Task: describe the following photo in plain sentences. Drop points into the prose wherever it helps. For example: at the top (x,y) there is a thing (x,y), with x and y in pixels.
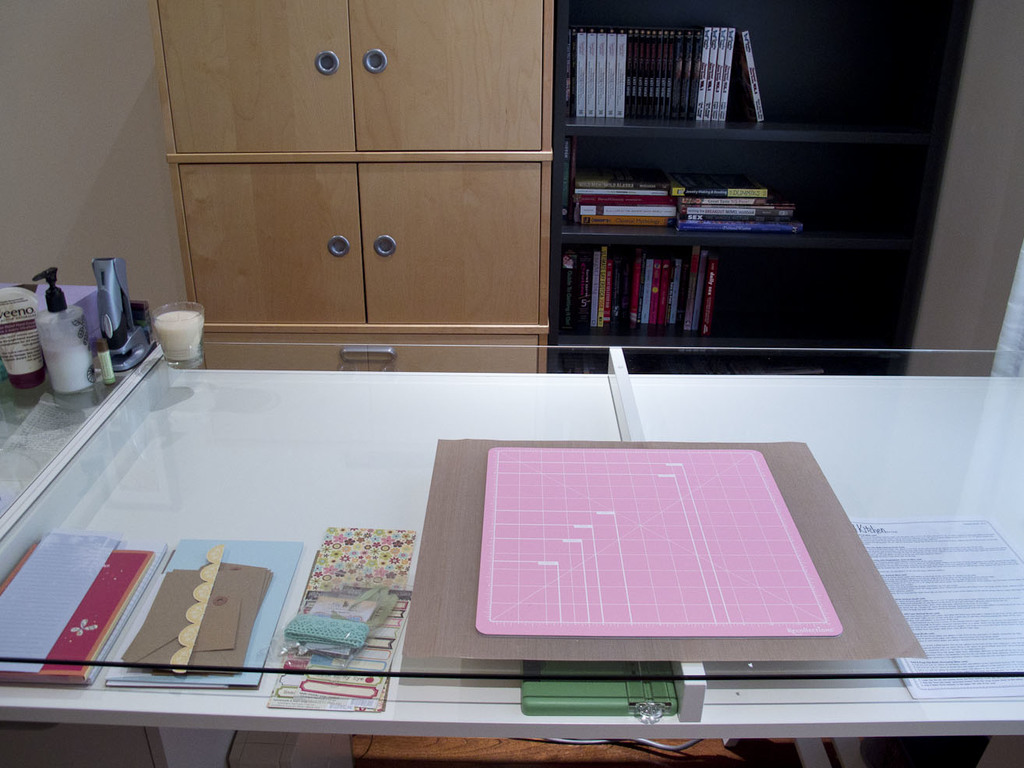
there is a room (617,429) in which there are cupboards (312,231) and tables (822,419) in which there are different items (760,638) present on it
